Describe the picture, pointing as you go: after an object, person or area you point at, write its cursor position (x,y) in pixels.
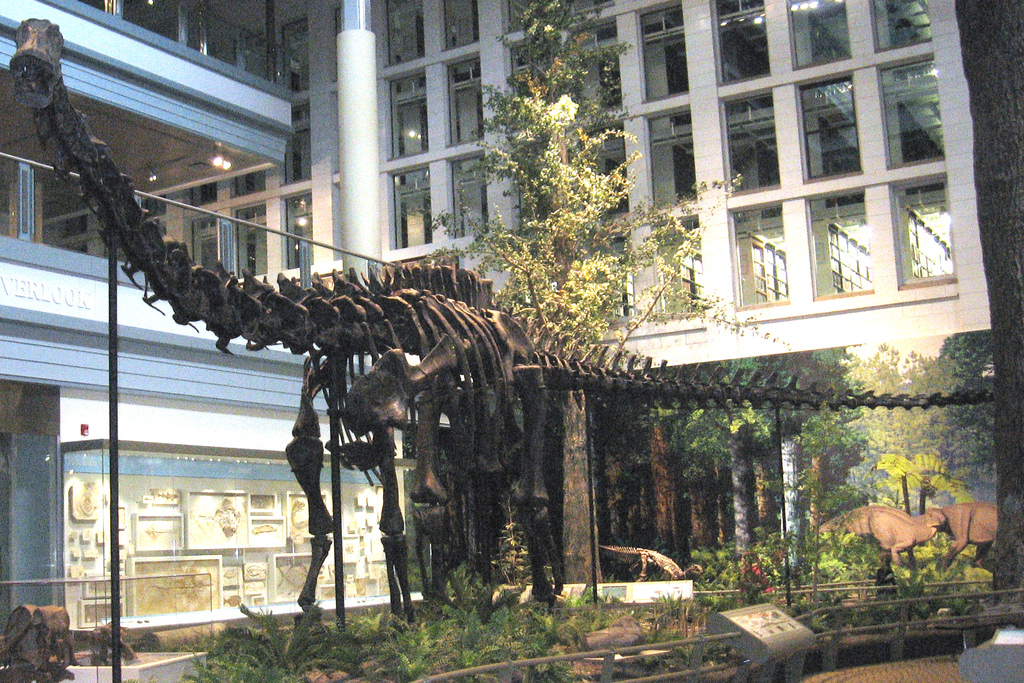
In this picture we can see a skeleton (425,563) of an animal (388,554) on the ground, here we can see plants (467,575), trees (609,461), animals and some objects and in the background (103,75) we can see a building (949,38), lights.
